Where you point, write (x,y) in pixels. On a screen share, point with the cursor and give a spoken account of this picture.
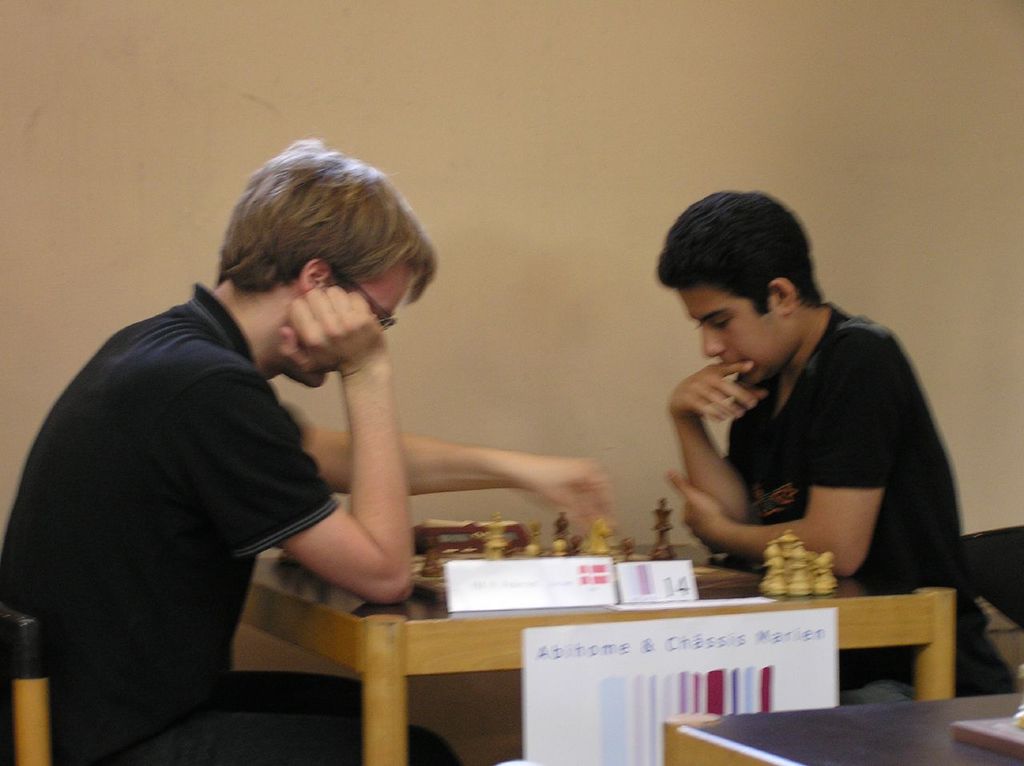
In the picture we can see a two boys (247,494) sitting on the chairs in the opposite direction and a table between them and on it we can see a chess board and they are playing it and besides, we can see another table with a black surface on it and we can also see a wall (586,229).
